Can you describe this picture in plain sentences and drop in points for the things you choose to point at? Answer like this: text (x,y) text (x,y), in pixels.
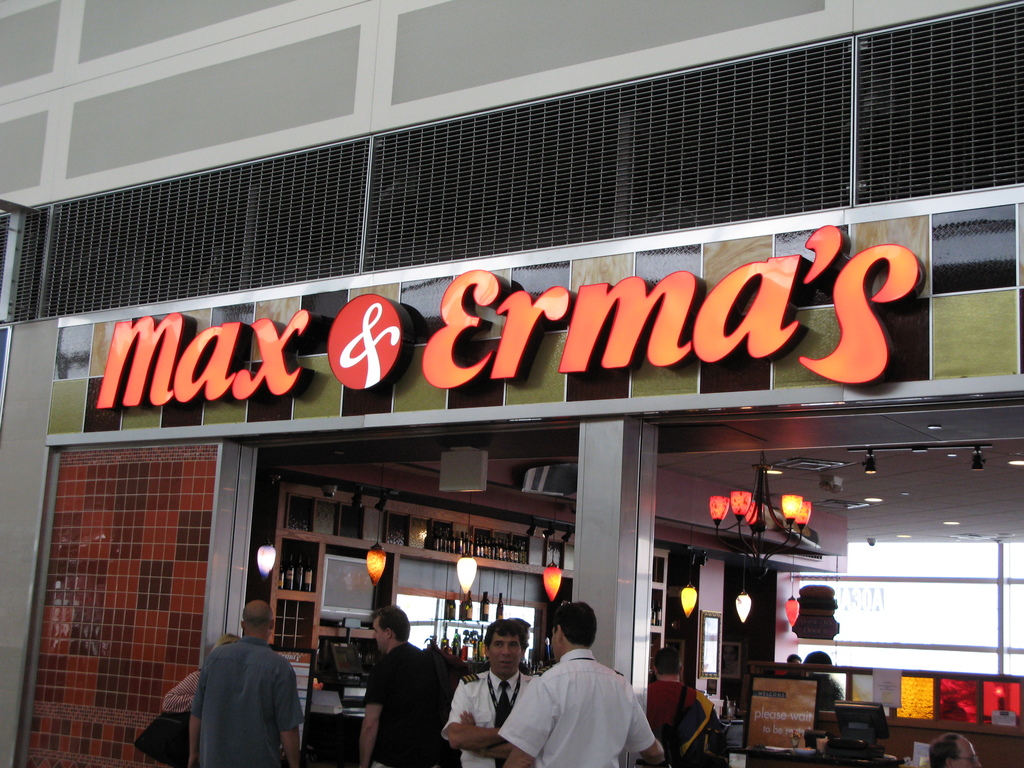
In this image at the bottom (246,699) there are some people (513,695) who are standing and some of them are talking with each other. And there is one building (668,567), in that building (612,560) there are some bottles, glasses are there in the center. On the right side (817,702) there are some systems (873,715) and some boards (787,708) and lights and in the center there is a chandelier (754,543) and some lights (742,598). On the top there is ceiling (847,503) and some lights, and on the right side (888,607) there is one glass window (909,619).
